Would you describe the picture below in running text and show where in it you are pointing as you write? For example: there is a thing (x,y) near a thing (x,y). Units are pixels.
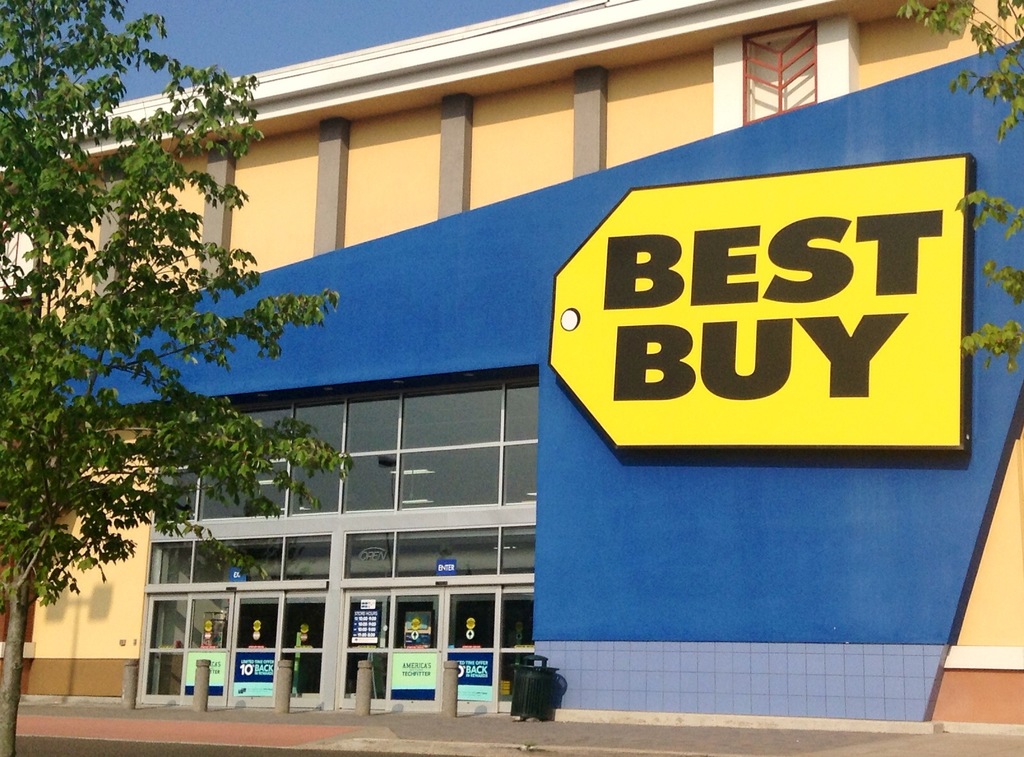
In this picture we can see a building (865,137) with tag symbol (575,273) and here are the glass windows (377,484) and in front of this building (812,681) we have a foot path (222,710) and tree (82,462) and above the building (404,69) there is sky (264,45).
